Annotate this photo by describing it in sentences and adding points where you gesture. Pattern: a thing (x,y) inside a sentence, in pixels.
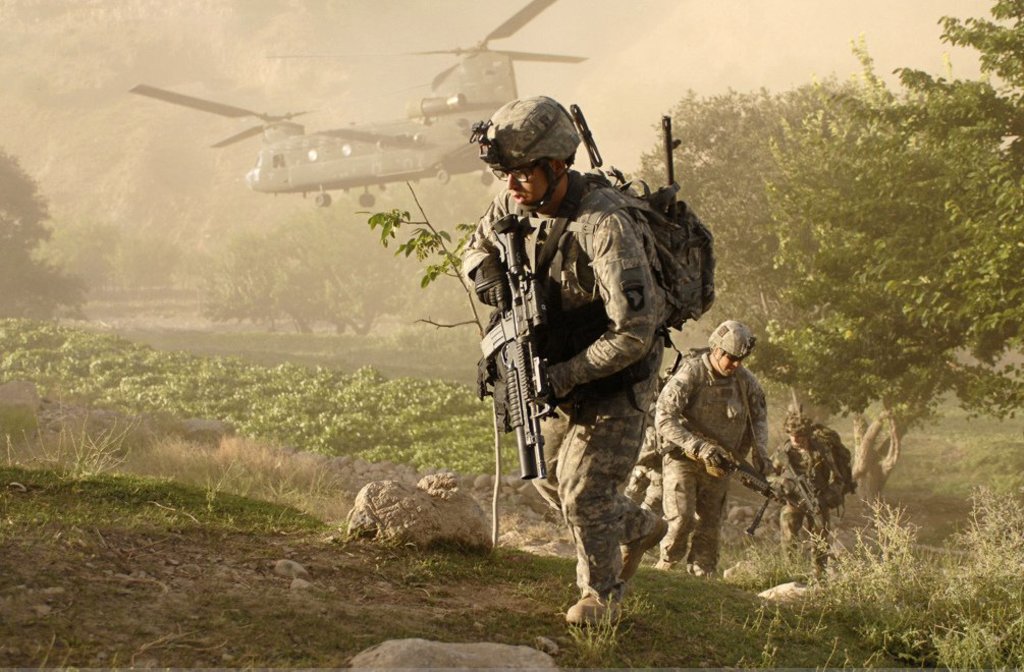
In the foreground (592,490) I can see four persons (513,205) are walking on the ground (536,592) and holding guns (526,342) in their hand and wearing a bag (668,233). In the background (713,324) I can see plants (261,396) and trees (837,341). on the top (200,121) I can see an aircraft (225,109) and the sky (563,74). This image is taken may be in the forest (882,346).
